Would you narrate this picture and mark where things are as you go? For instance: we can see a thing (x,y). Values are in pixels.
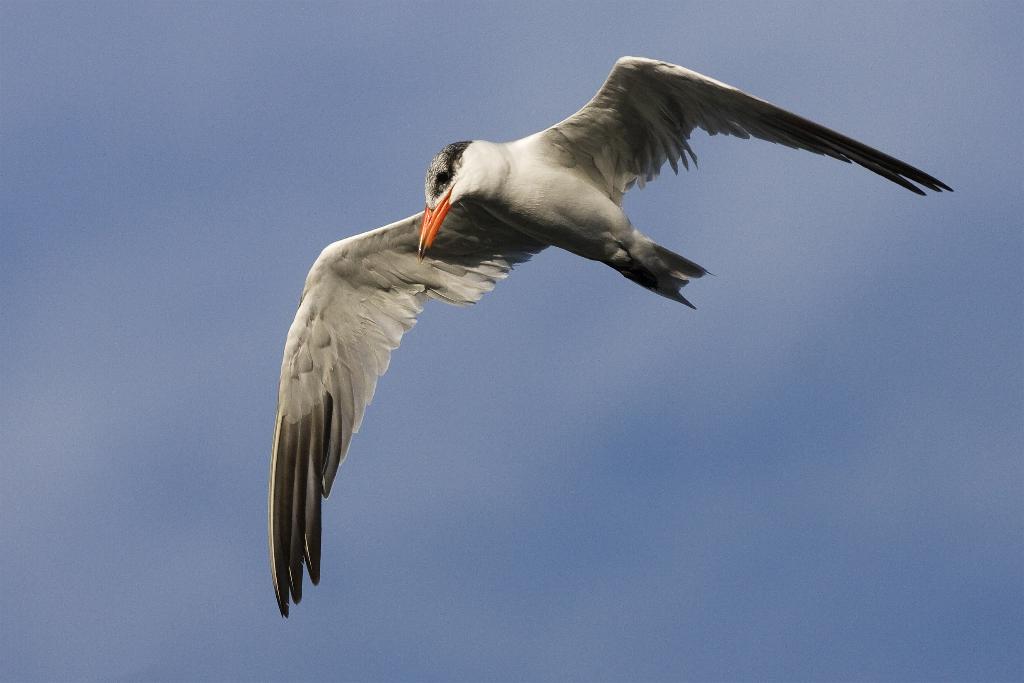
This image consists of a bird (487,278) which is flying in the sky (699,322) in the center (569,233).
